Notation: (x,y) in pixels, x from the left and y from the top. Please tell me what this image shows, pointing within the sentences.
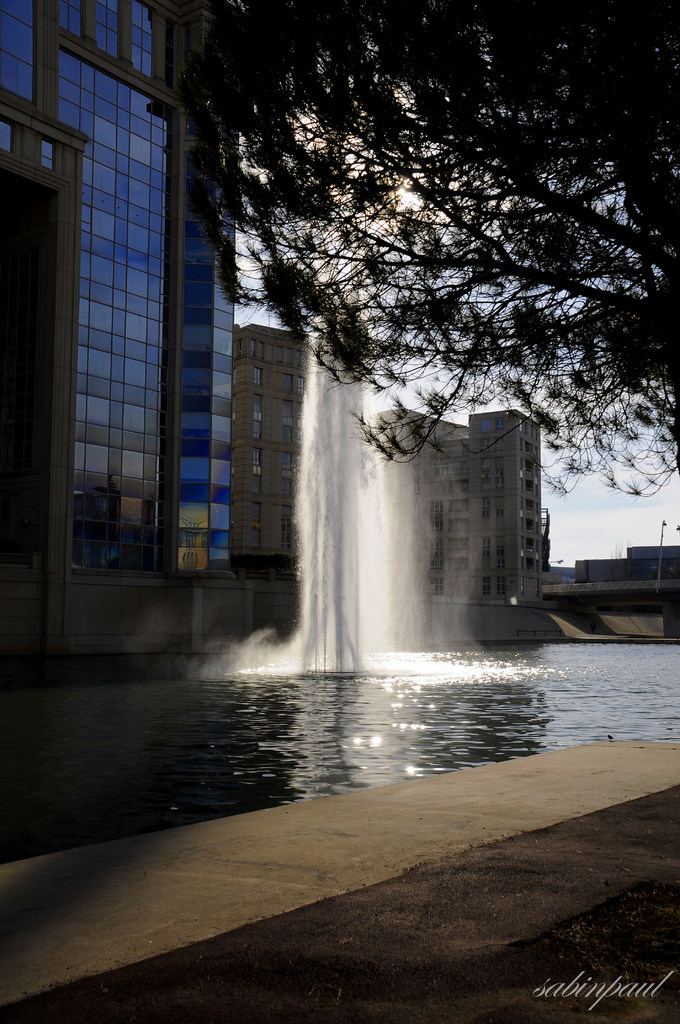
In this picture there is fountain (327,511) in the center of the image (350,525) and there is water (306,681) at the bottom side of the image (306,690), there are buildings (230,395) on the left side of the image (213,202), there is a tree (626,55) at the top side of the image (281,219).
